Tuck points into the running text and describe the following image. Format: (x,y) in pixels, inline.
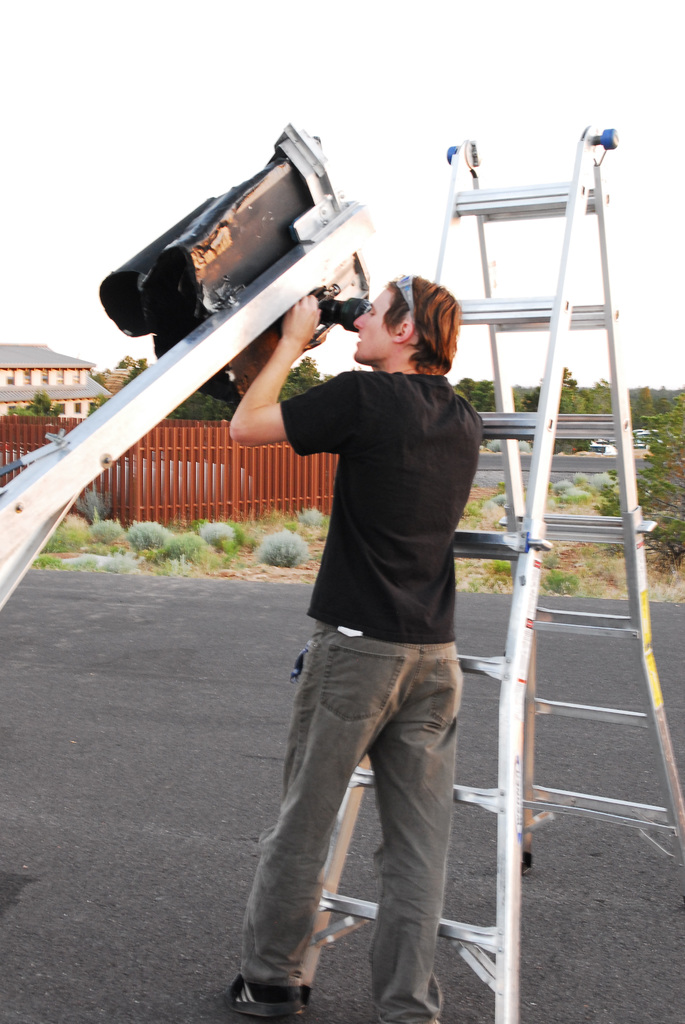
In this image I can see a person (278,833) standing wearing black color shirt (349,509), gray pant (348,650) holding some object (149,271). I can also see a ladder (574,322), background (217,456) I can see railing (239,465), trees (528,410) in green color, building (85,389) and sky (109,114) in white color.
